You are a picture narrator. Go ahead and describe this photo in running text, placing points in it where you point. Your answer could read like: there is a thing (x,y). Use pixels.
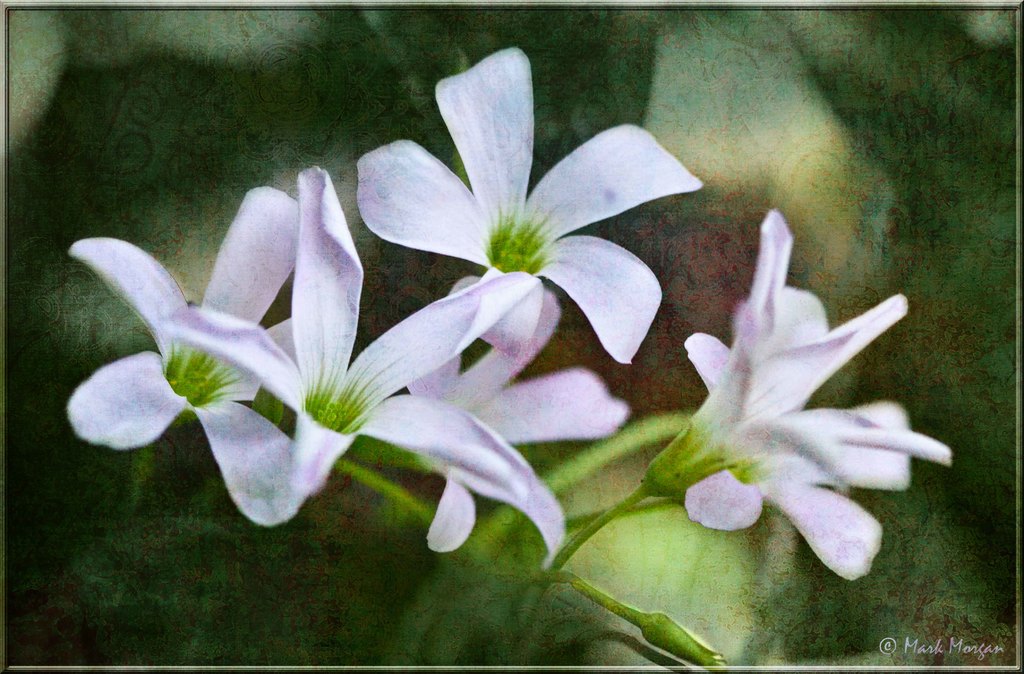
In this image, there are some white color flowers (87,248).
